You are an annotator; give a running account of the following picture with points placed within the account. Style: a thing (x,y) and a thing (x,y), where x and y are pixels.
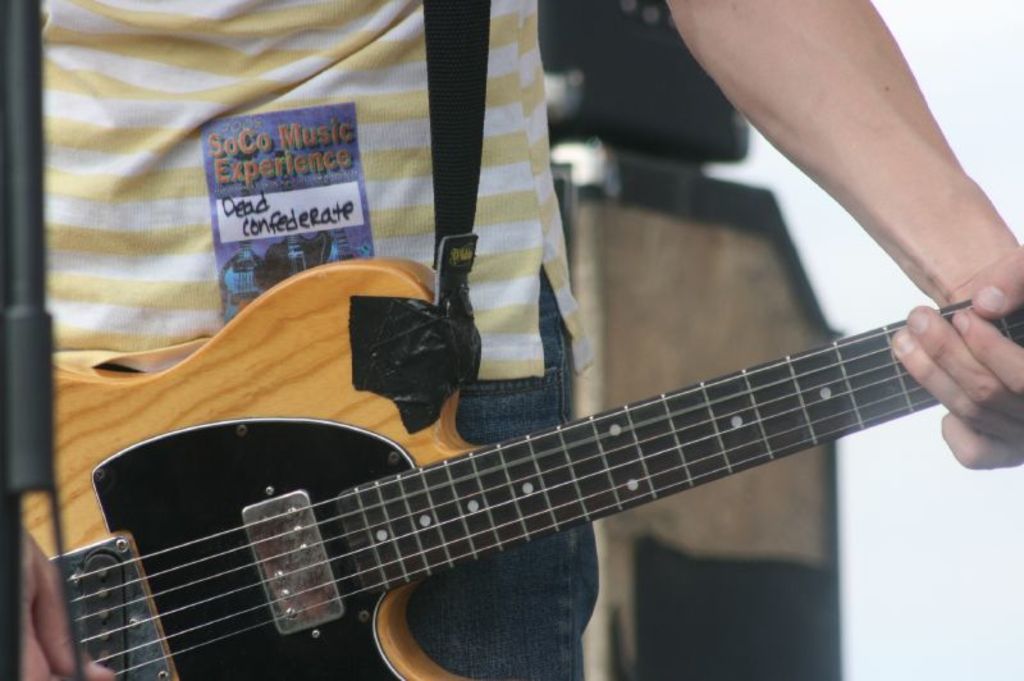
In this picture man (412,143) is holding a guitar (312,501) in his hand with black colour strips (456,110). And he is wearing a yellow and white colour t-shirt (119,105). On the t-shirt (143,175) we can read the name soco music experience dead confederate (246,176).
